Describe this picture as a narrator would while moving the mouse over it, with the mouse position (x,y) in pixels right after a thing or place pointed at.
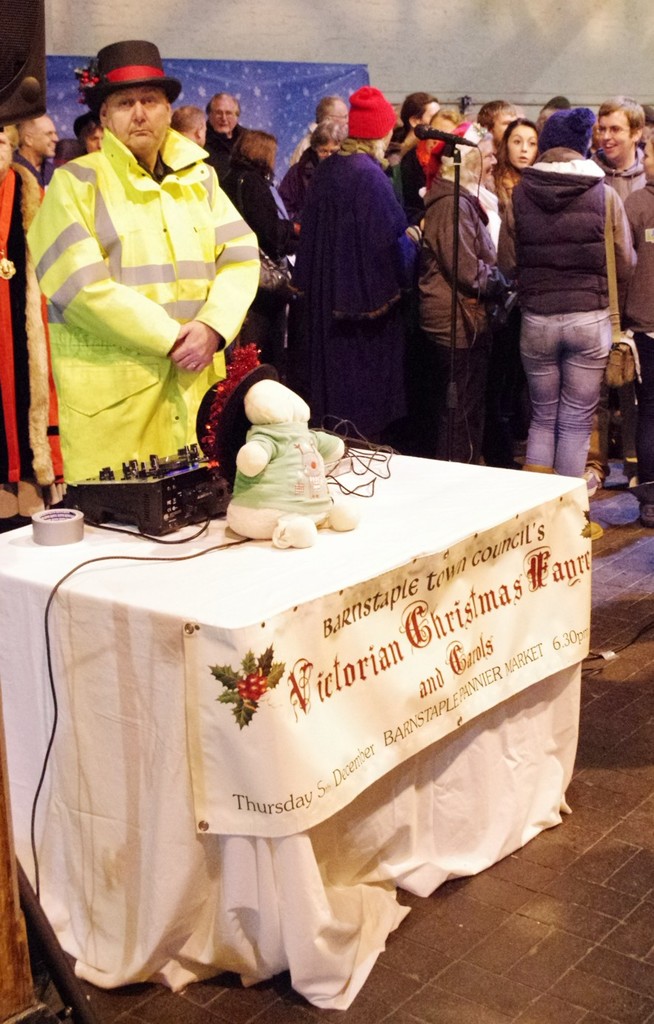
In this picture there is a table (383,523) which has few objects (264,493) on it and there are few persons (344,161) standing in the background (494,211).
